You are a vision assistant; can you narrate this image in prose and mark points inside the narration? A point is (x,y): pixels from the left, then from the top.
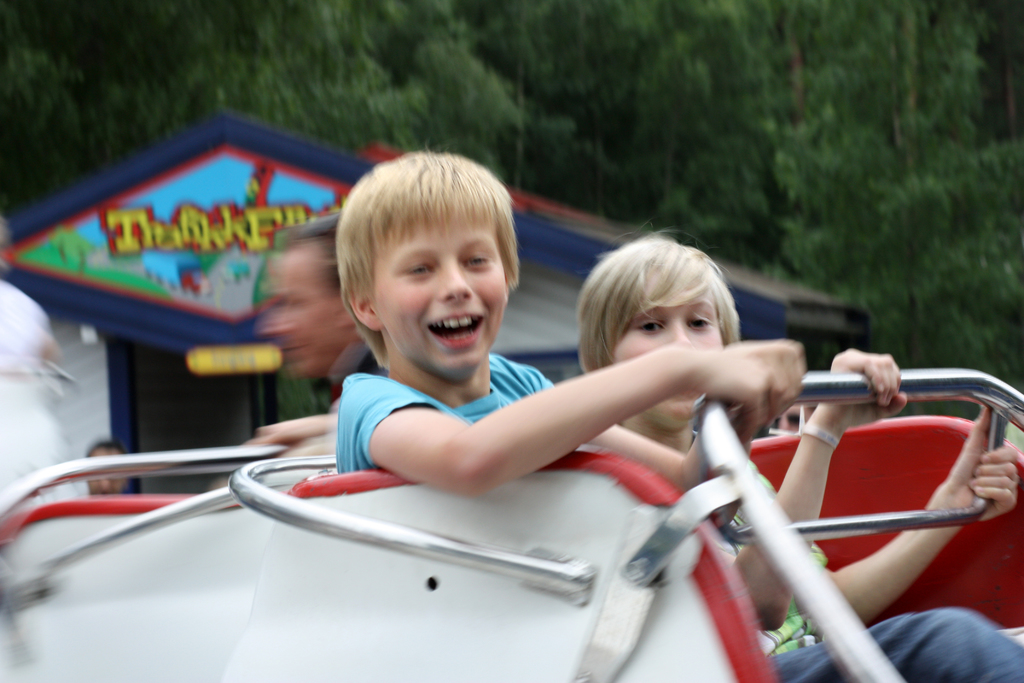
In this image we can see children (393,172) sitting in a fun ride (450,560). In the background (639,169) we can see persons (288,287), shed (195,203) and trees (423,73).
